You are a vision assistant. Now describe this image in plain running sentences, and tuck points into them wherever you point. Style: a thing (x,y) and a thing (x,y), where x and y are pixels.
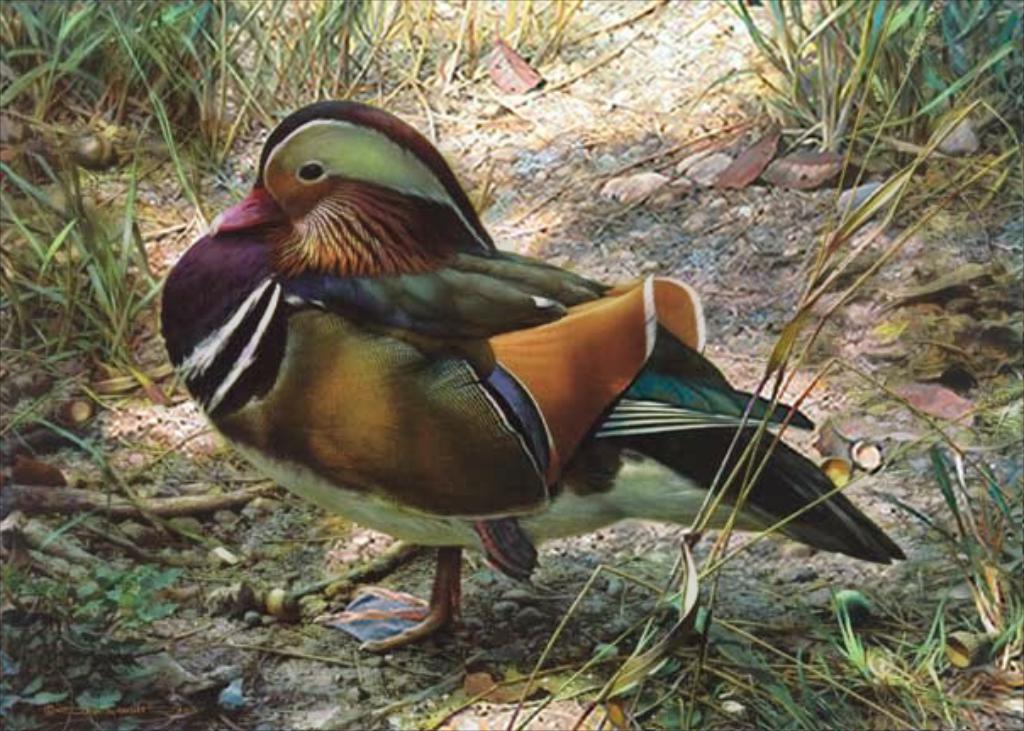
In this image there is a bird (383,600) standing on the ground (973,693) around that there is so much of grass (864,158).
